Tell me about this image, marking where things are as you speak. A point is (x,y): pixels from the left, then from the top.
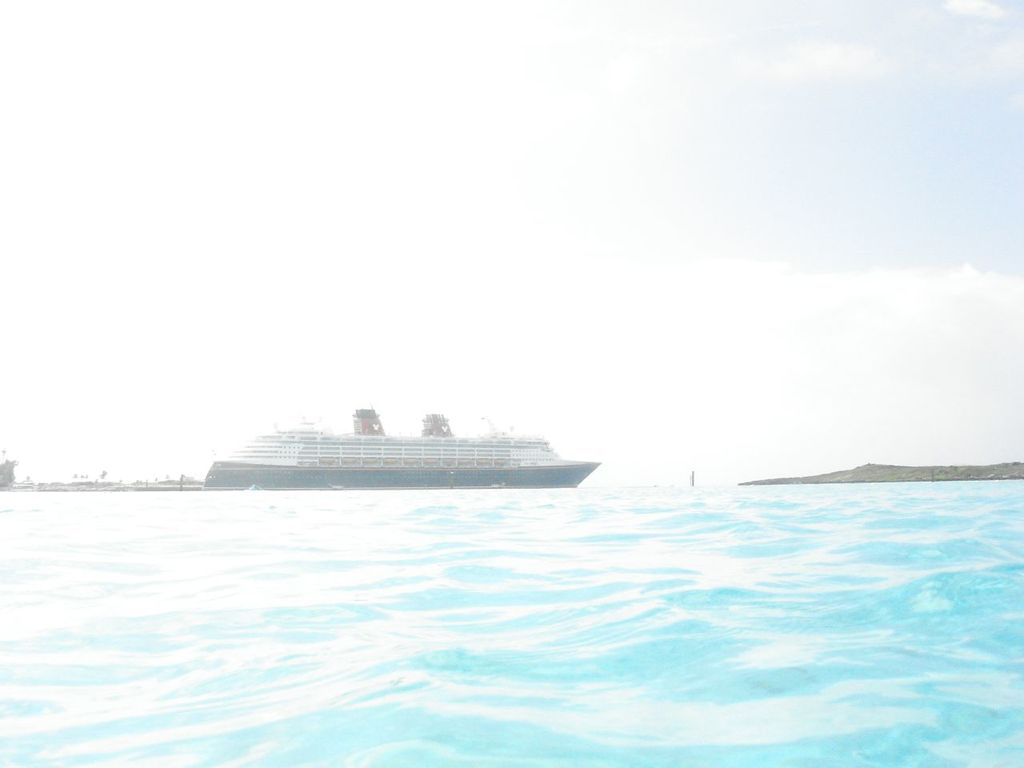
In this image there is the sky (526,191) towards the top of the image (623,177), there are clouds (884,311) in the sky (556,222), there are mountains (928,471) towards the right of the image (990,470), there is an object (14,466) towards the left of the image (3,487), there is water (519,632) towards the bottom of the image (702,587), there is a ship (500,456).
